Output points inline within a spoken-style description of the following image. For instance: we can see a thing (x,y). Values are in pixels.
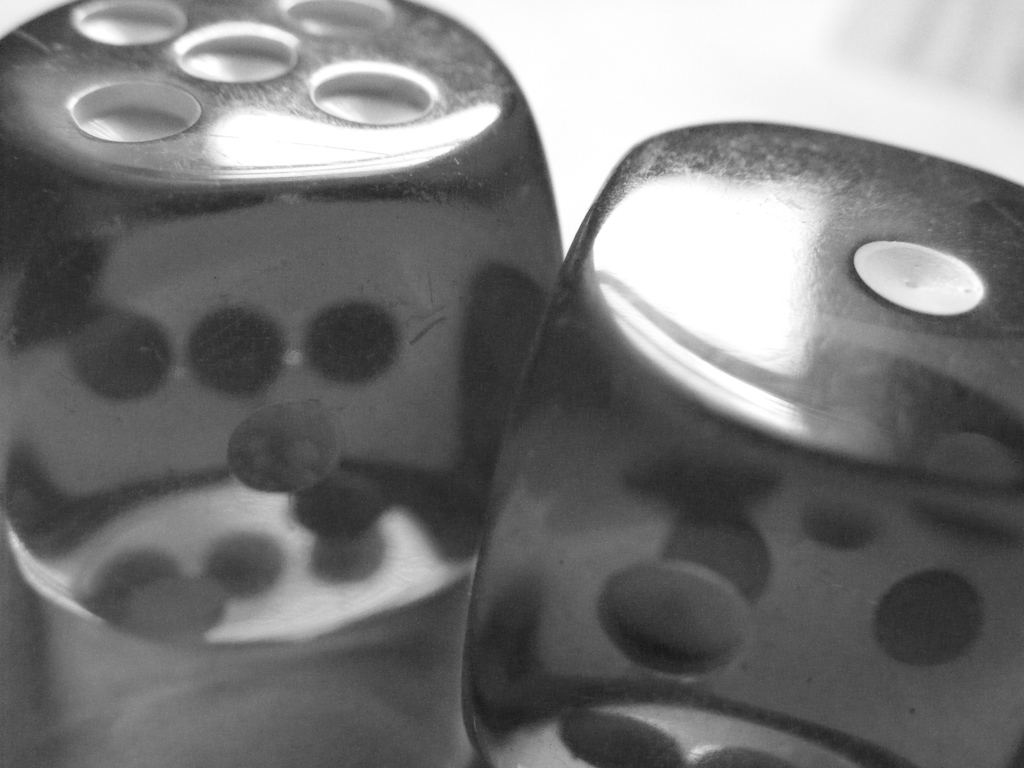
It is a black and white image. In this image we can see the two dice (362,290) on the surface (342,723).
